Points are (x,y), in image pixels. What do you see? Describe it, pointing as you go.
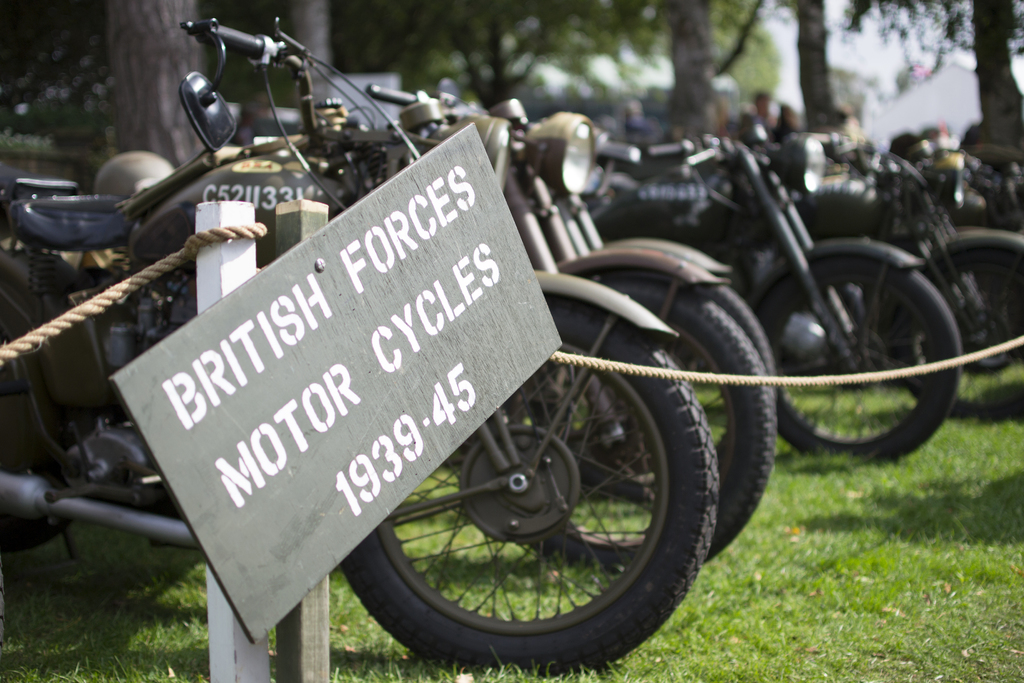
In this picture, we see a grey color board (282,392) with some text (350,262) written on it. Behind that, we see the poles (248,277) and a rope (22,342). This might be the barrier poles (215,255). At the bottom (822,614), we see the grass (816,600). Behind the poles (226,293), we see the bikes (670,204) parked. In the background (727,38), we see the trees (714,28). This picture is blurred in the background (728,81).
